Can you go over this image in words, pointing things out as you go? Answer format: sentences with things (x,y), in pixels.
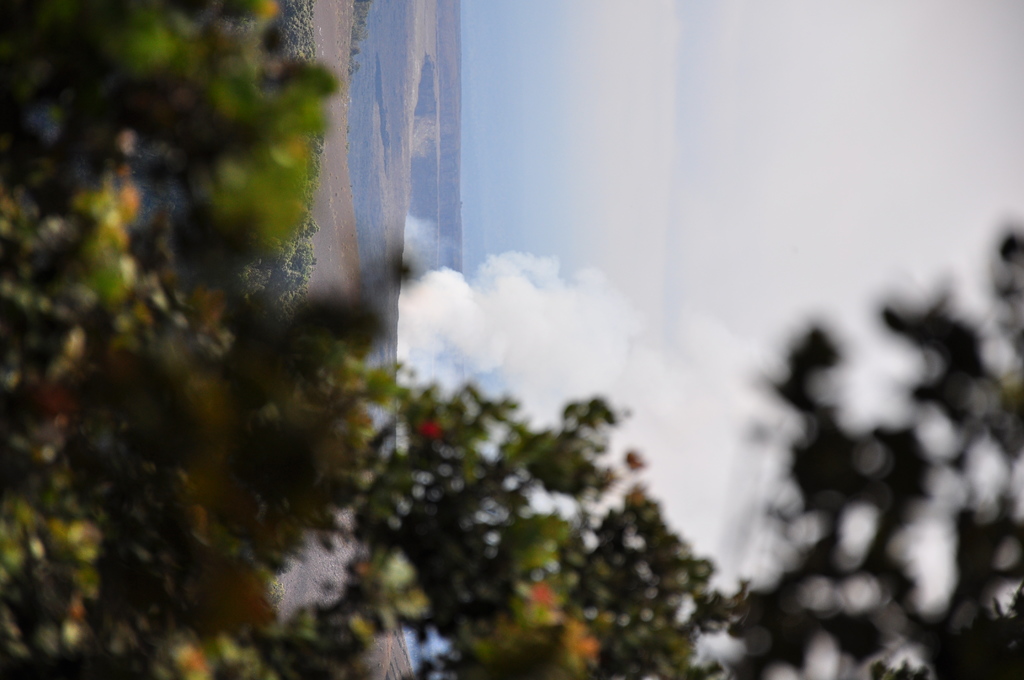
In this image at front (66,66) there are trees (191,356). At the back side (412,335) there is smoke (471,303) coming out of the hole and at the background (661,203) there is sky (709,162).
